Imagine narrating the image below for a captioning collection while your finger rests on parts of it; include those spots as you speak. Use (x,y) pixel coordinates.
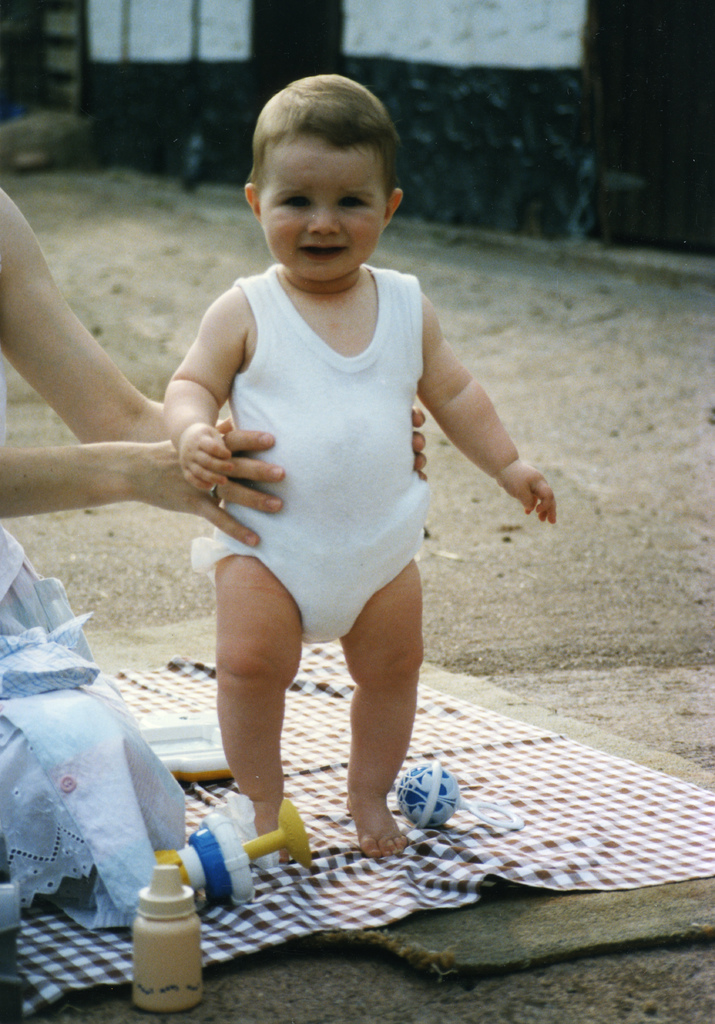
In this image we can see a woman (1,378) holding a baby (321,330) with her hands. In the foreground (221,860) we can see a bottle (144,972), toys (440,809) placed on the surface (225,919). In the background (532,97), we can see a building (536,66).
